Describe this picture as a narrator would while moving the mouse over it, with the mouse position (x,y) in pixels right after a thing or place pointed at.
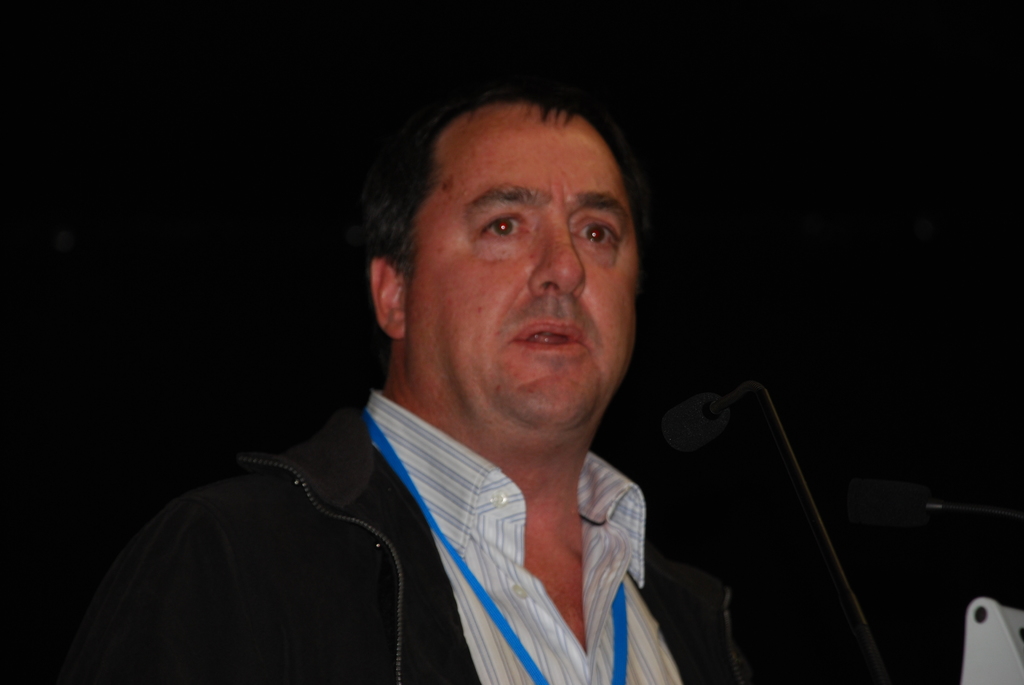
In the picture we can see a man (648,590) standing and he is in the black jacket (189,626), white shirt (498,590) and blue tag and near him we can see a microphone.
